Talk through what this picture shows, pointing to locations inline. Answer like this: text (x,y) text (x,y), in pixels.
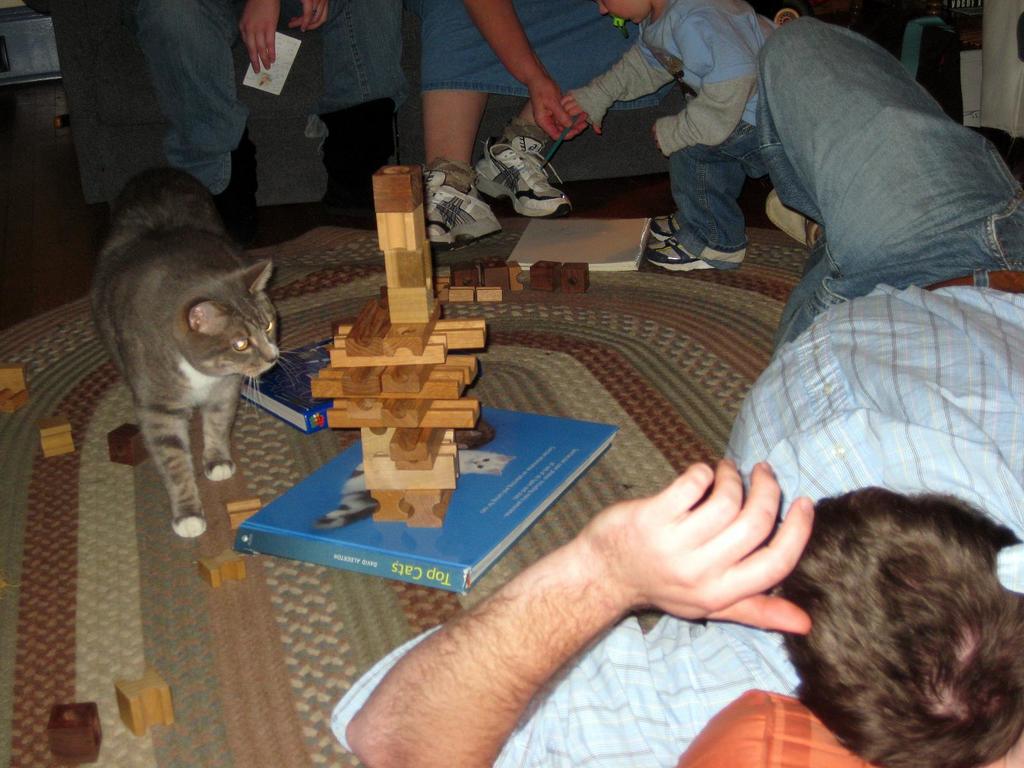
In this picture I can observe wooden blocks (382,380) in the middle of the picture (397,383). On the left side (199,331) there is a cat (181,358) on the floor (56,407). The cat (141,359) is in grey color. On the right side (867,434) I can observe a person (894,338) laying on the floor (217,597). In the background (748,163) there are some people (455,97).
